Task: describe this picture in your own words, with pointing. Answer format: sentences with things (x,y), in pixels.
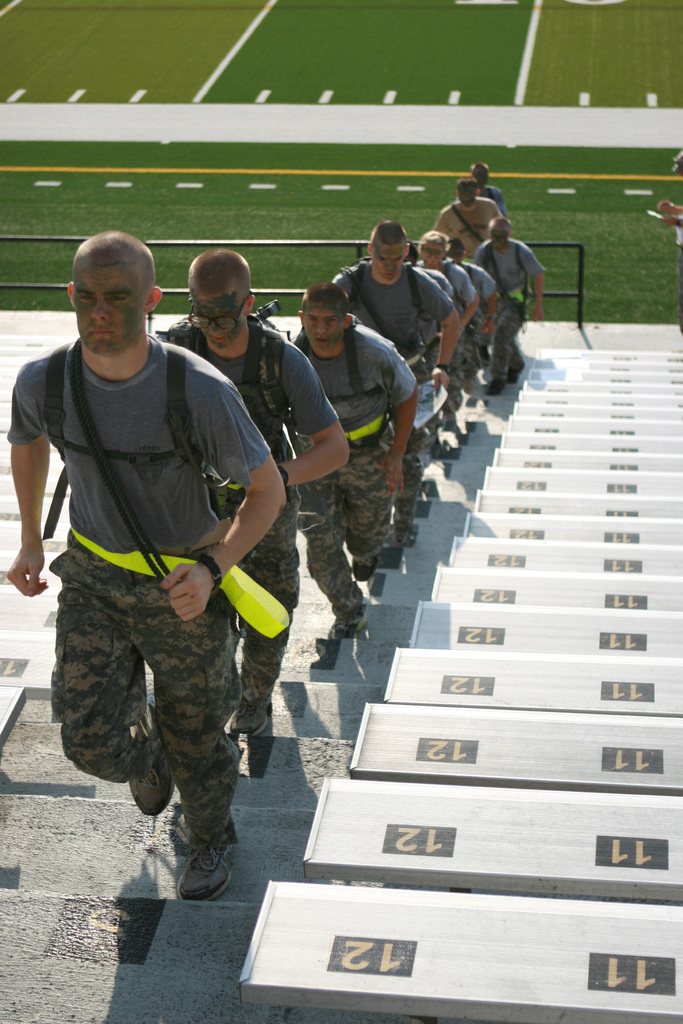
In this image, there are group of people (421,279) wearing clothes (246,469) and climbing stairs (125,823) in a line. There are some benches (616,497) on the right side of the image (528,804).
